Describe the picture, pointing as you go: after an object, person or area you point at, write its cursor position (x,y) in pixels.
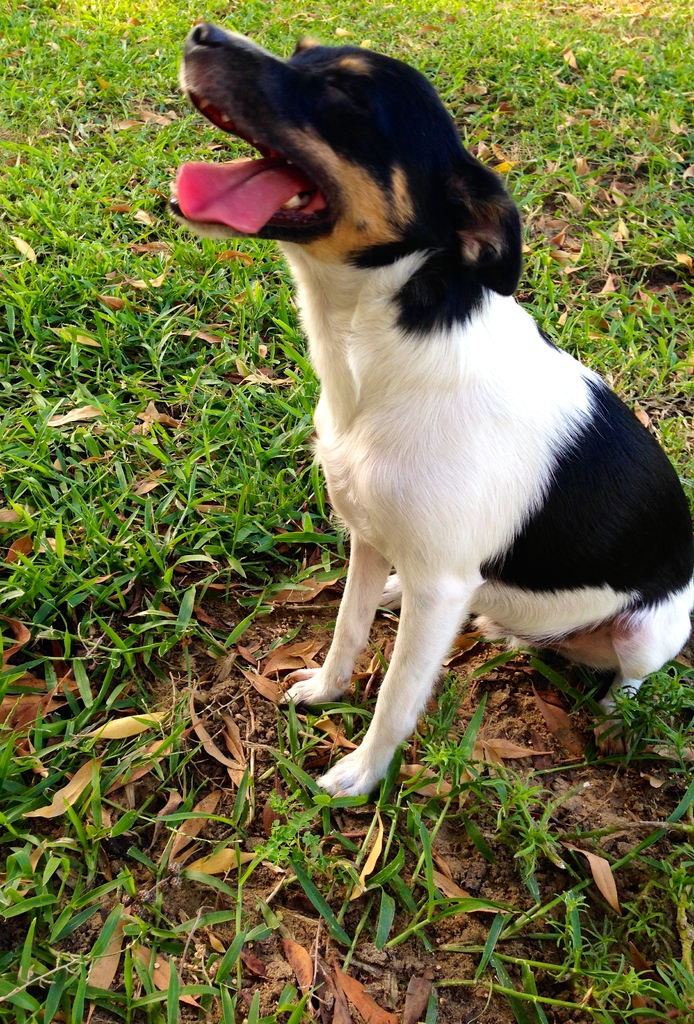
In the picture I can see a dog (377,367) is sitting on the ground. In the background (40,333) I can see the grass (297,360).
